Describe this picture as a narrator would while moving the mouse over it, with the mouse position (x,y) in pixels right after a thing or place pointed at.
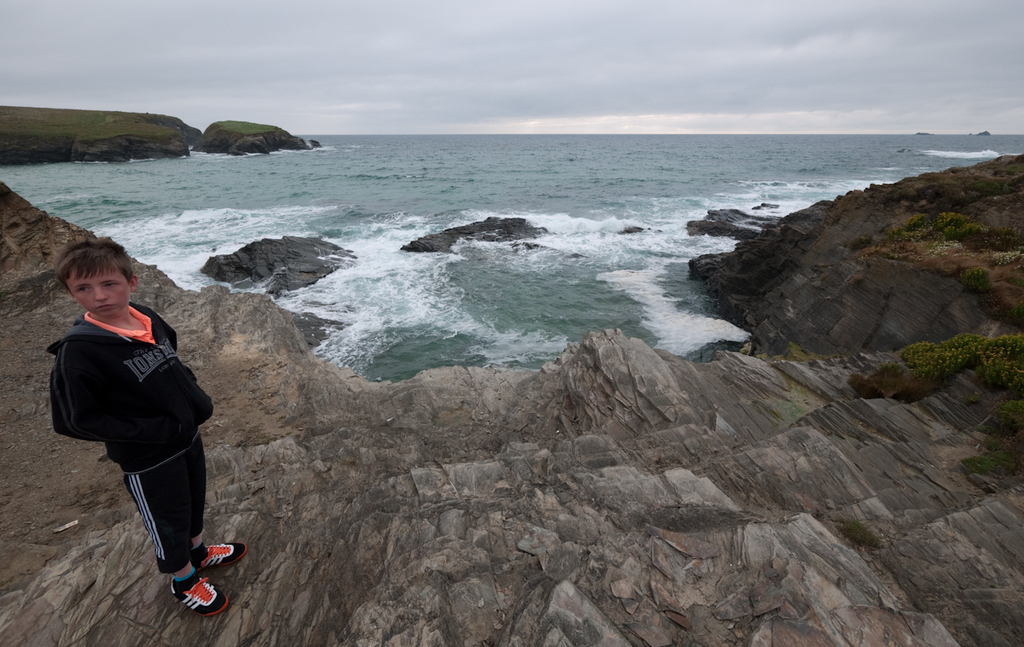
To the left side of the image (102,258) there is a boy (86,254) standing. In the background of the image (565,153) there is water (437,198). At the bottom of the image (496,454) there is a rock (707,609).
